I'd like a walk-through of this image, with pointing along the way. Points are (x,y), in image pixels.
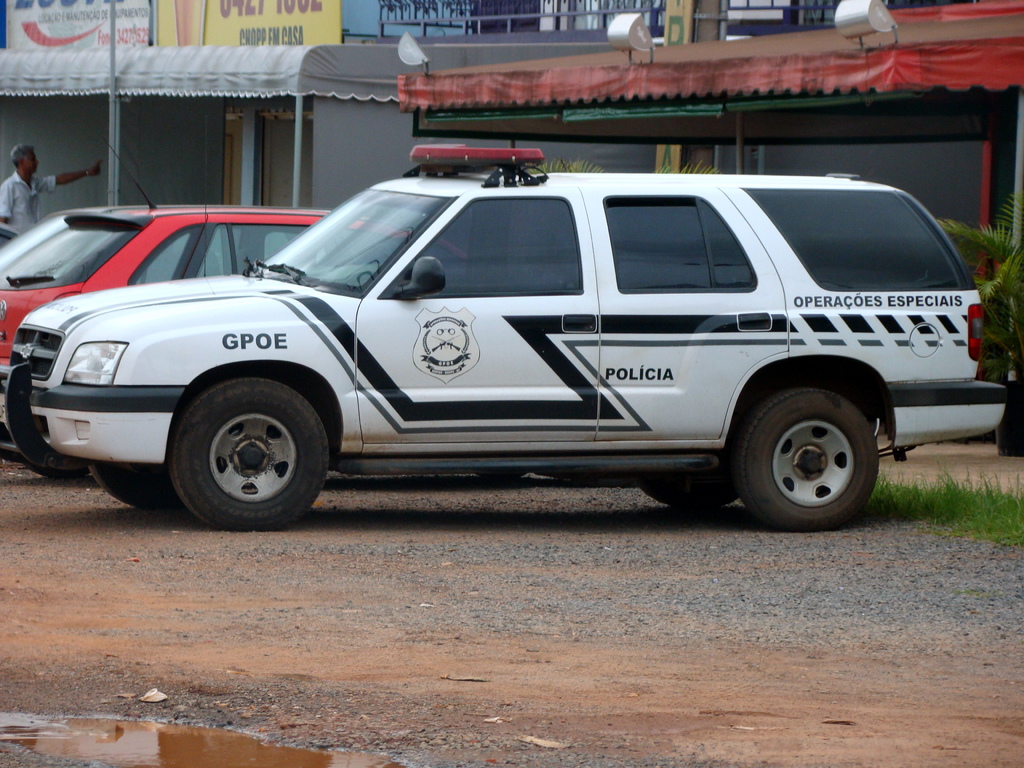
In this image in the center (512,375) there are some vehicles (271,317), and at the bottom (354,598) there is sand (669,693) and some grass (910,497). In the background (266,177) there are some buildings (627,150), boards (137,23) and some lights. On the left side (15,203) there is one person (21,190) who is standing.
